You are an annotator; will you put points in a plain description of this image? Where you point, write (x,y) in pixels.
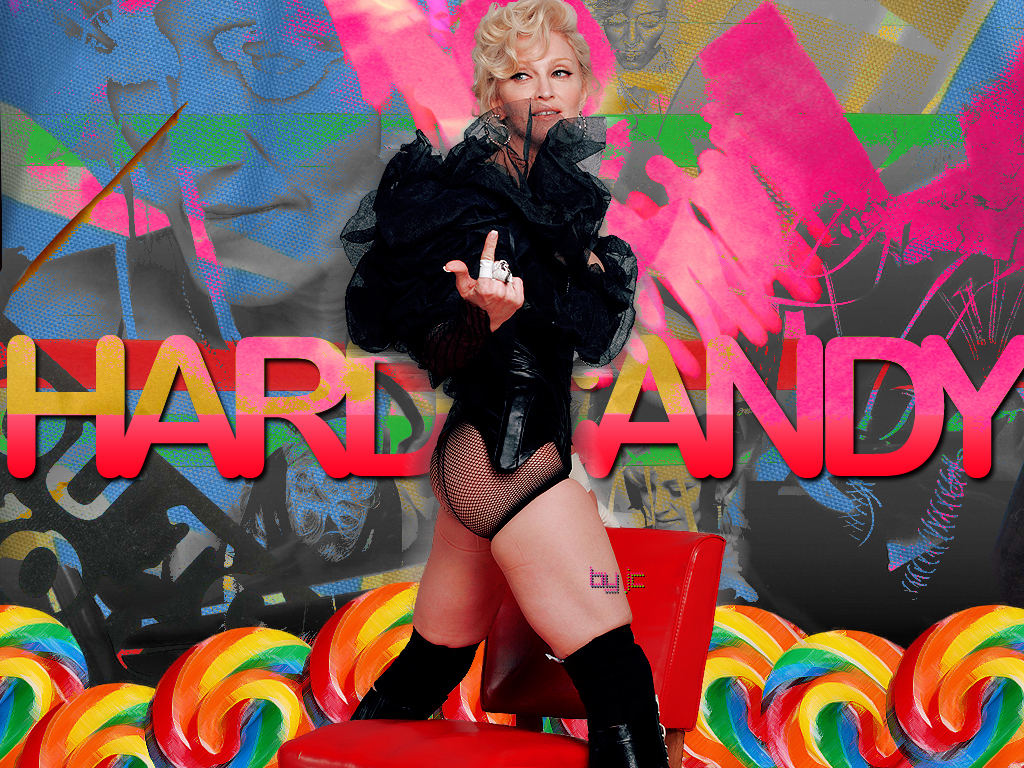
In this image, we can see a person (542,257) on the colorful background. This person (553,262) is wearing clothes (509,448). There is a chair (531,683) at the bottom of the image (526,702). There is a text (846,380) in the middle of the image (656,372).
